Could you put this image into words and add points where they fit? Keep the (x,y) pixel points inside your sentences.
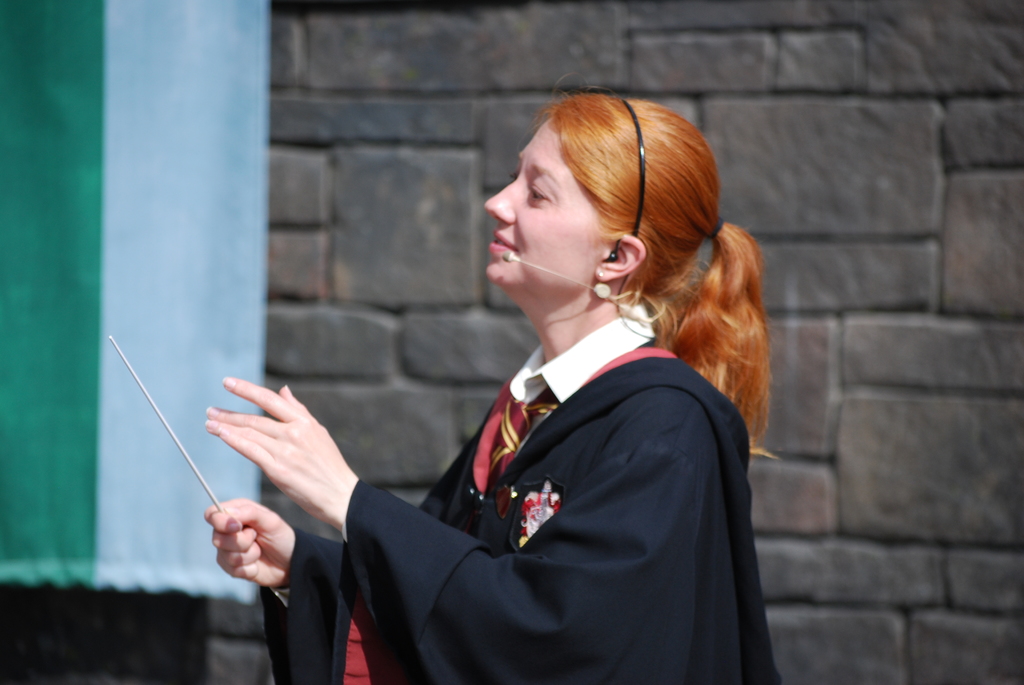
In the image in the center (615,360) we can see one woman (609,466) standing and holding stick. And she is smiling, which we can see on her face (517,278). In the background (493,133) we can see curtain (227,132) and wall (368,267).
